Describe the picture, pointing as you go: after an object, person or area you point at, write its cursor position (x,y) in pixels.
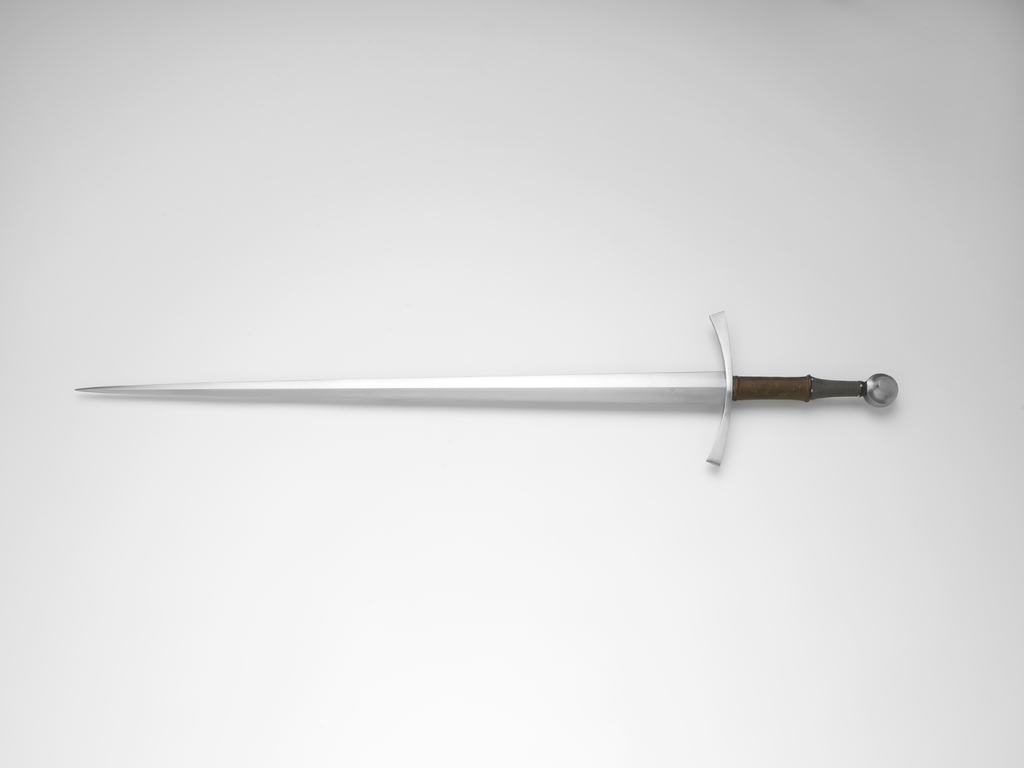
In this image we can see a sword (557,380) and the background (610,435) is white.
